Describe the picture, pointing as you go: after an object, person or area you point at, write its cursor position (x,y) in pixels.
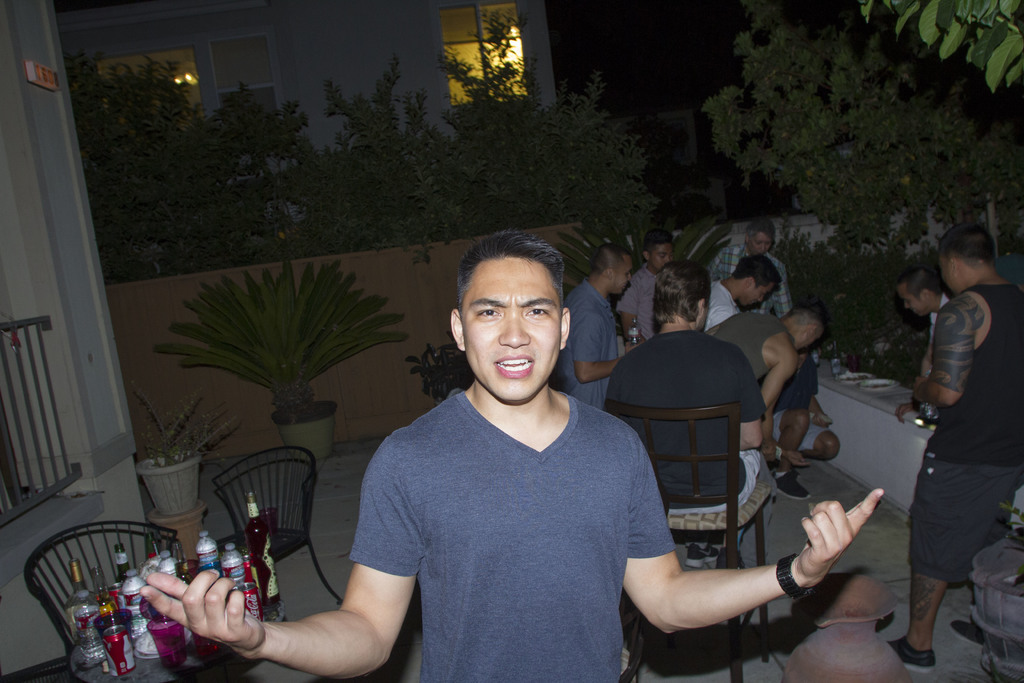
In the center of the image (502,454) we can see one person (540,522) standing and he is talking, which we can see on his face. On the bottom left side of the image (153,672), there is a table (175,670). On the table (152,658), we can see the bottles (96,654). In the background (282,20) there is a wall (339,62), one sign board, fence (150,287), windows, lights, trees (935,216), plant pots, plants (259,354), chairs (95,532), plate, one pot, few people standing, few people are sitting, few people (970,425) are holding bottles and a few other objects (165,653).
